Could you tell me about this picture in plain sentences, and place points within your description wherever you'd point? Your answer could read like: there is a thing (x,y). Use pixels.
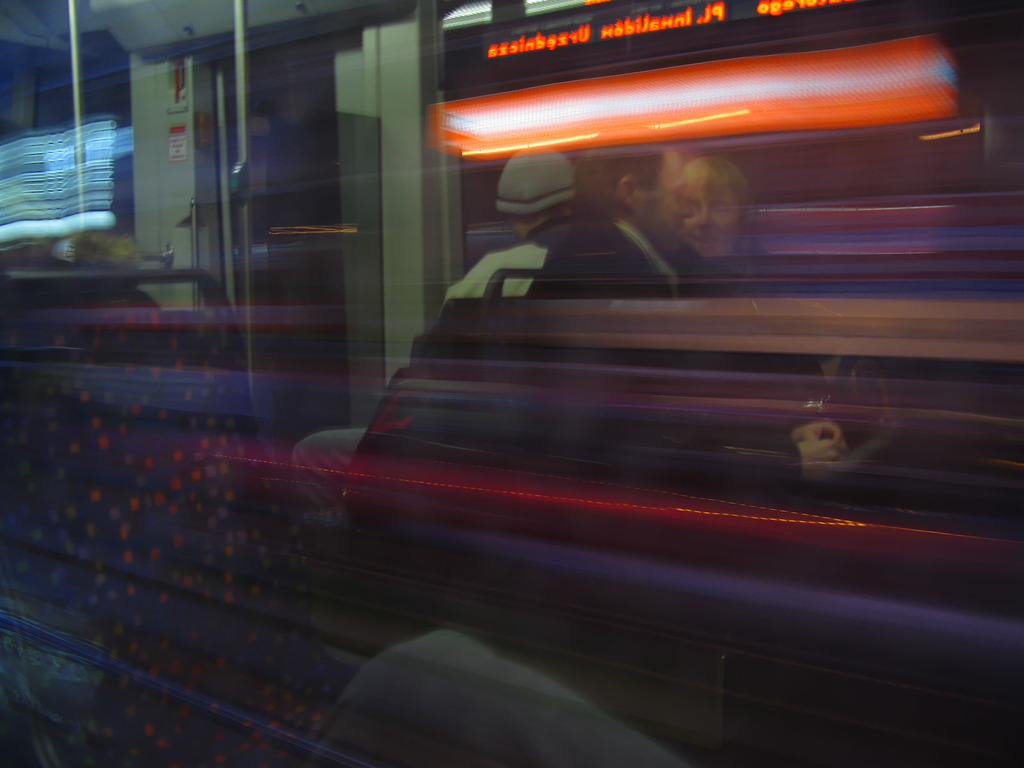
In this image there is a train (489,596) and we can see people (678,188) sitting in the train (676,361). There are lights (68,221).
